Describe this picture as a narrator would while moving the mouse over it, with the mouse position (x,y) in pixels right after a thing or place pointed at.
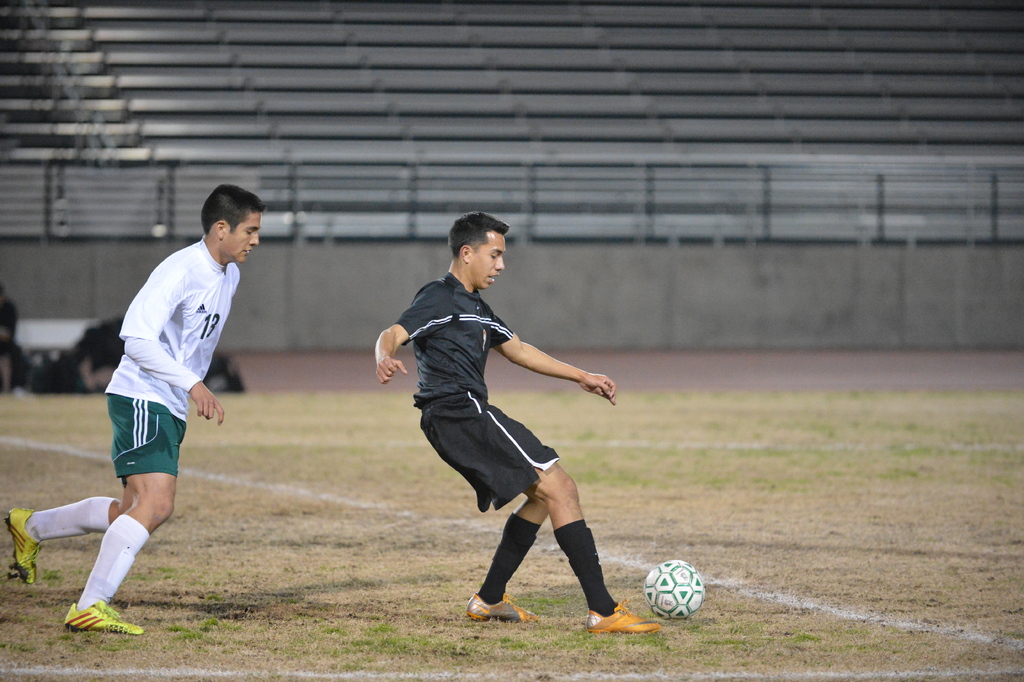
In this image i can see a person (208,346) in a white jersey (175,305) and a person (493,438) in a black jersey (446,391) are playing football, and i can see a ball (673,605) over here. I can see the ground (789,452). In the background (697,218) i can see the railing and staircases (709,183).
